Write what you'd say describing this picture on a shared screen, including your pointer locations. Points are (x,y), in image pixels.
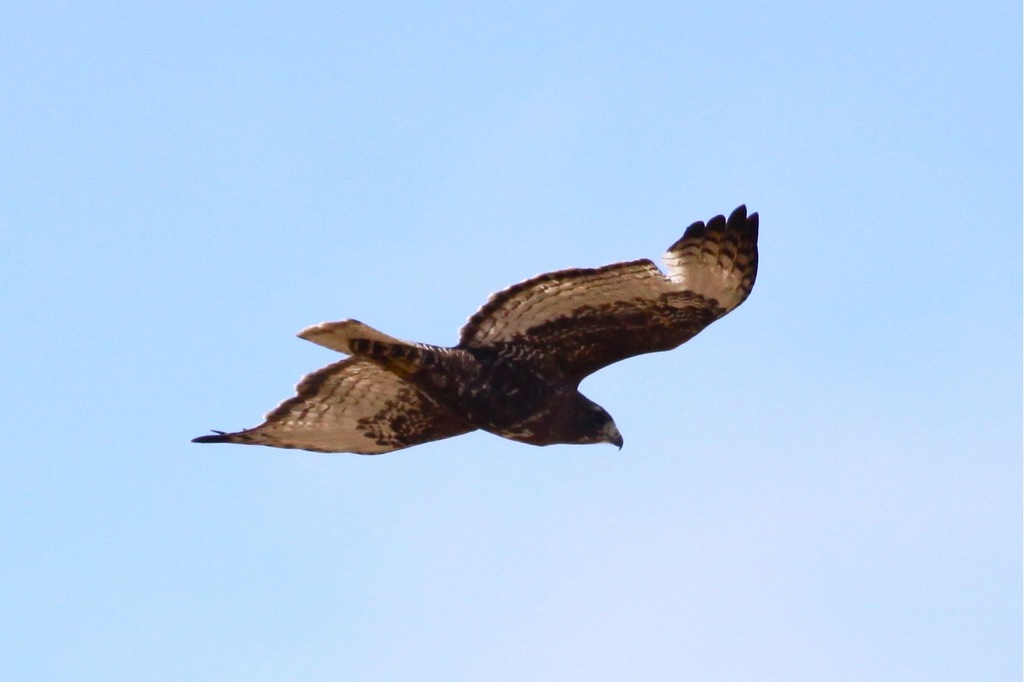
In this picture I can see an eagle (494,363) in the center (531,357). In the background (162,382) I can see the clear sky (321,171).
